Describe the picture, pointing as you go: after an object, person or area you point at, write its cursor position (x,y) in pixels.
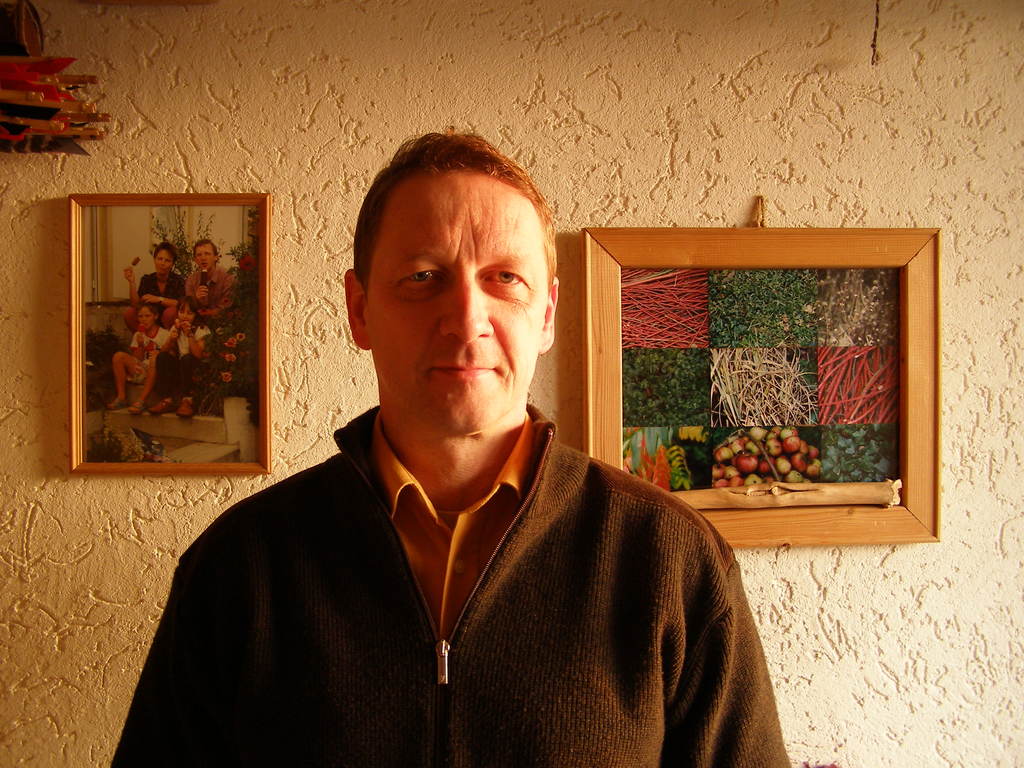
The picture shows that a man (625,560) wearing a black sweater (501,654) standing in front of the image and smiling. Behind we can see a brown color texture wall (987,178) on which two photo frame (844,414) are hanging on it.
